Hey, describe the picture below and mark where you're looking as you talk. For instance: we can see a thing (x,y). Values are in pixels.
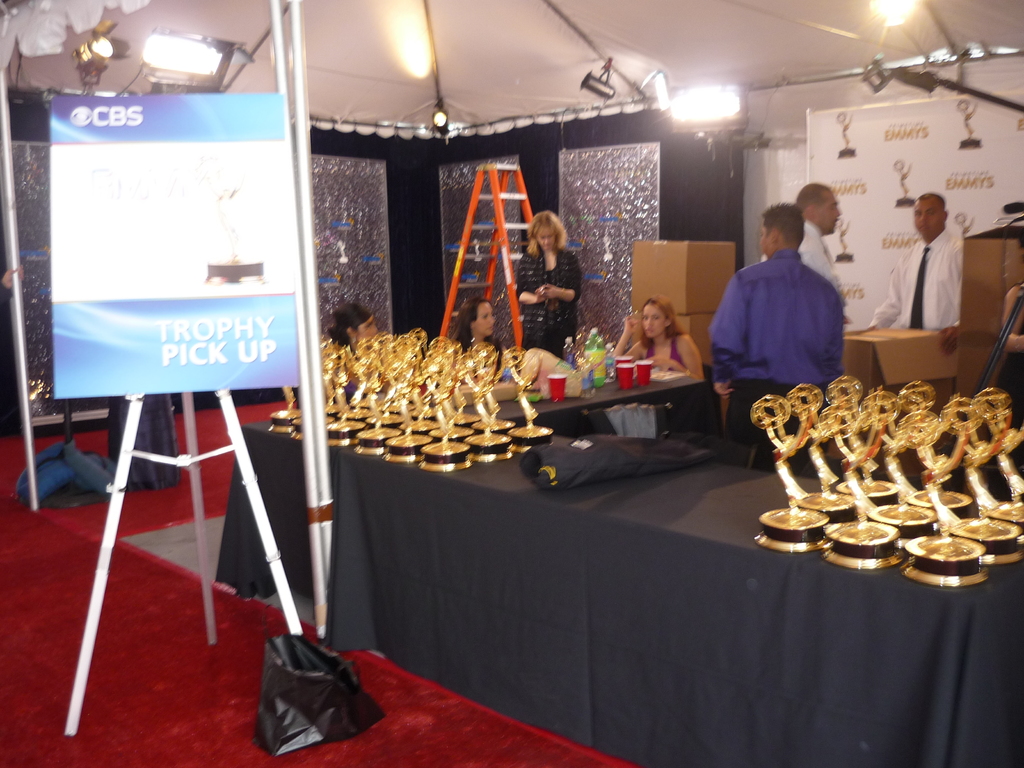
In this image we can see the trophies (972,456), glasses (619,364), bottles (596,334) and one black color object (594,478) on the table (487,572). There is a board (227,333) and stand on the left side of the image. In the background (479,226), we can see a ladder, cardboard boxes (874,331) and people (769,319). At the top of the image (507,54), we can see the roof (403,62) and lights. We can see one banner (876,150) and wall (622,163) in the background (350,234). At the bottom of the image (298,706), we can see a black color plastic cover (296,692) and carpet (208,705).
